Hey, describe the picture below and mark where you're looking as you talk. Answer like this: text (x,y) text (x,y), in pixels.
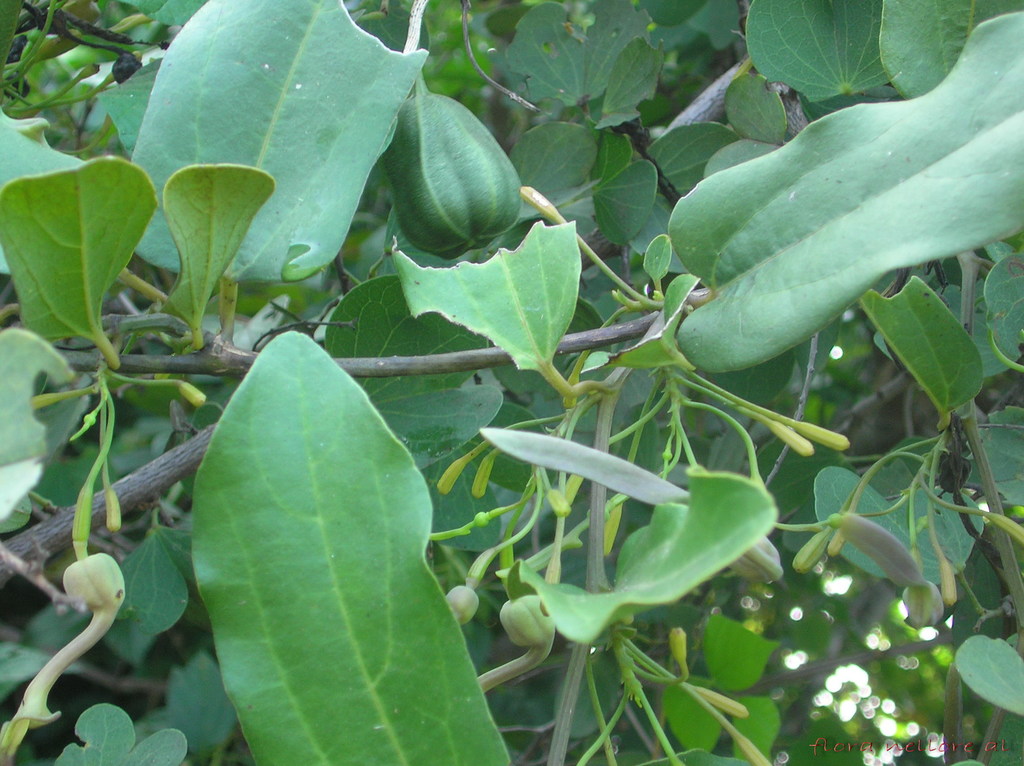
In this picture I can see vegetable plant (568,314).
